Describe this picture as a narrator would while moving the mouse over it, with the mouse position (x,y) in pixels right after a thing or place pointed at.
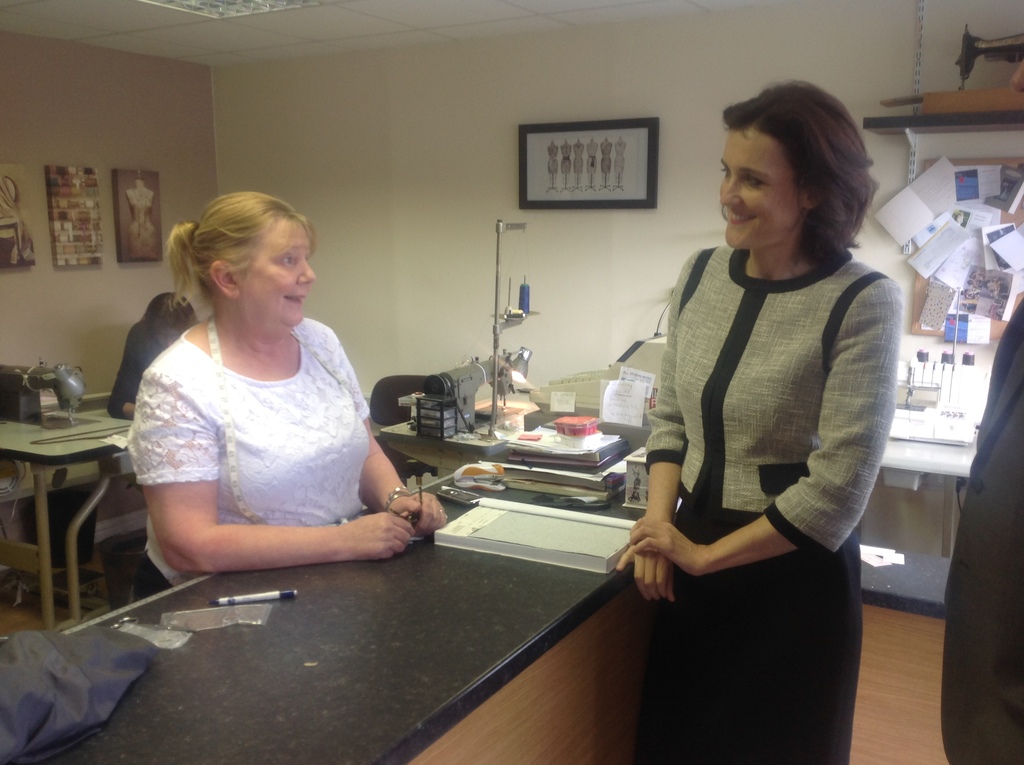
In this image, we can see papers (553,400), books (586,476), pens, sewing machines (469,401) and some other objects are on the tables (359,596). In the background (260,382), we can see some people (243,325) and one of them is wearing a tailor meter (229,457) and we can see frames (636,183) are placed on the wall (446,111) and there are papers (948,178) and we can see a board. At the bottom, there is a floor (891,707).
